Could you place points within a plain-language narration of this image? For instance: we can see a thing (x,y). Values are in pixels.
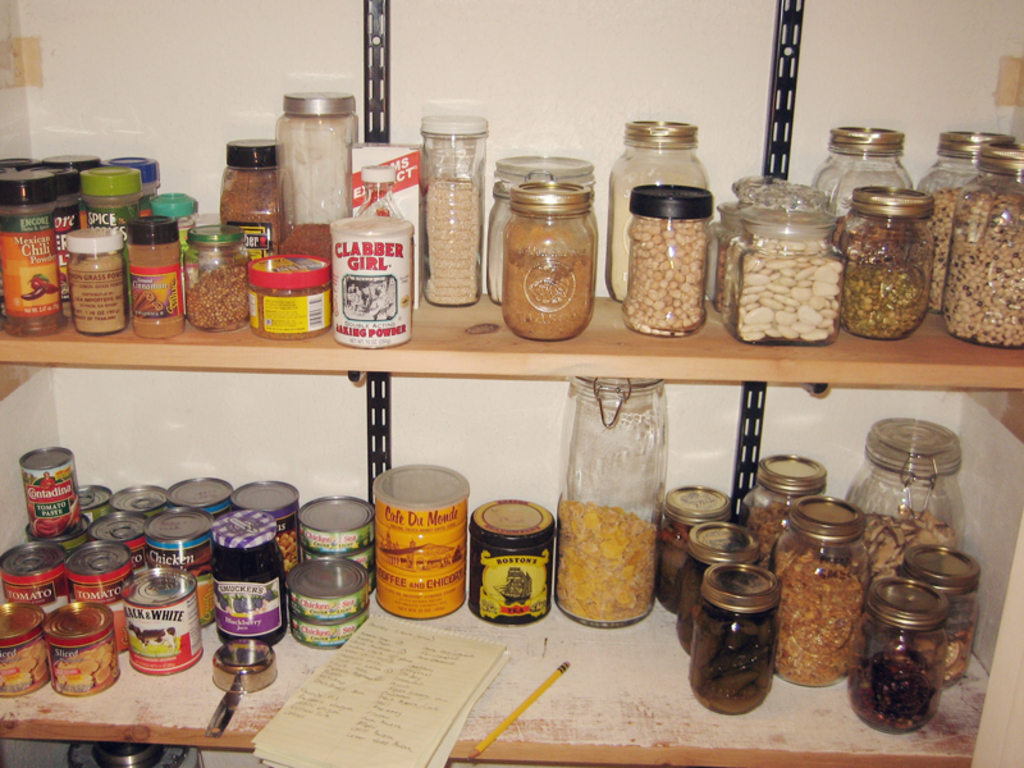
In this picture there are few jars (724,578) which has some objects (473,193) placed in it is placed on a wooden shelves (614,686).
